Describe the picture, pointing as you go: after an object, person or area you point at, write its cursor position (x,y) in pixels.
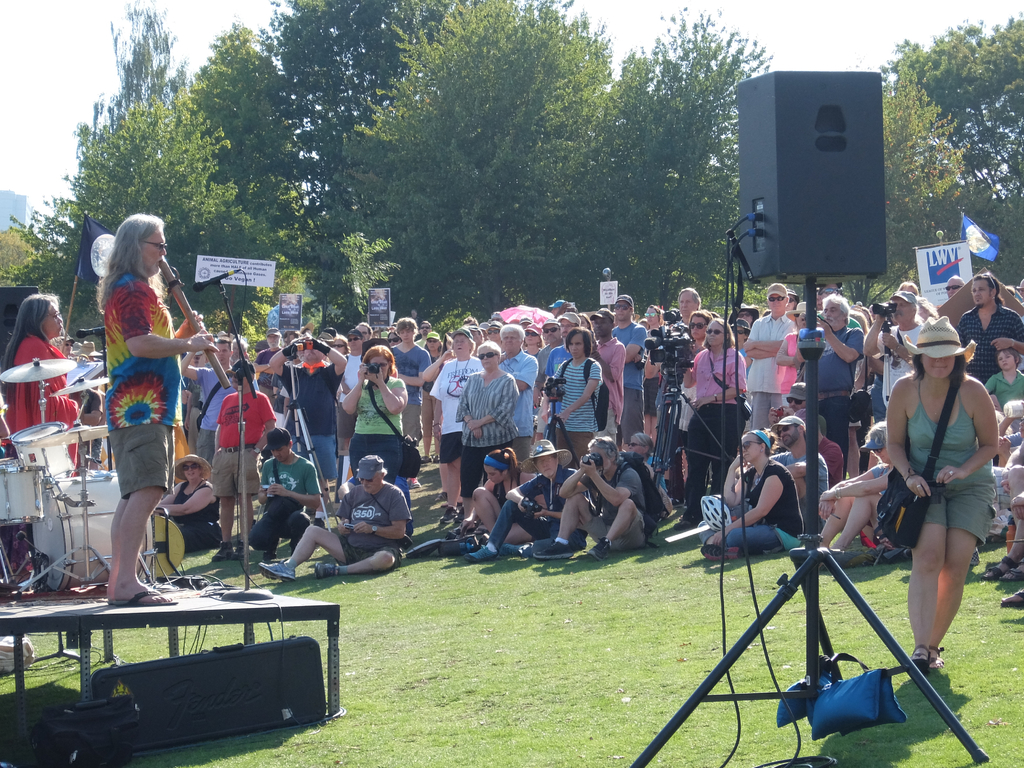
To the left side of the image (230,616) there is a stage (287,616) with a man (149,369) is standing on it. There is a man (148,373) with colorful shirt (126,315) is standing and playing flute (168,267) in front of him there is a mic (221,276) with a stand (240,378). Beside him there are few musical instruments (62,392) and also there is a lady (56,379) with red dress (74,417). In front of them there are few people (313,381) sitting and few of them are standing. They are holding the cameras (659,350) in their hands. To the right side of the image (797,170) there is a speaker (786,181) with the stand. In the background (347,220) there are trees (697,146), posters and also there is a sky (774,69).
